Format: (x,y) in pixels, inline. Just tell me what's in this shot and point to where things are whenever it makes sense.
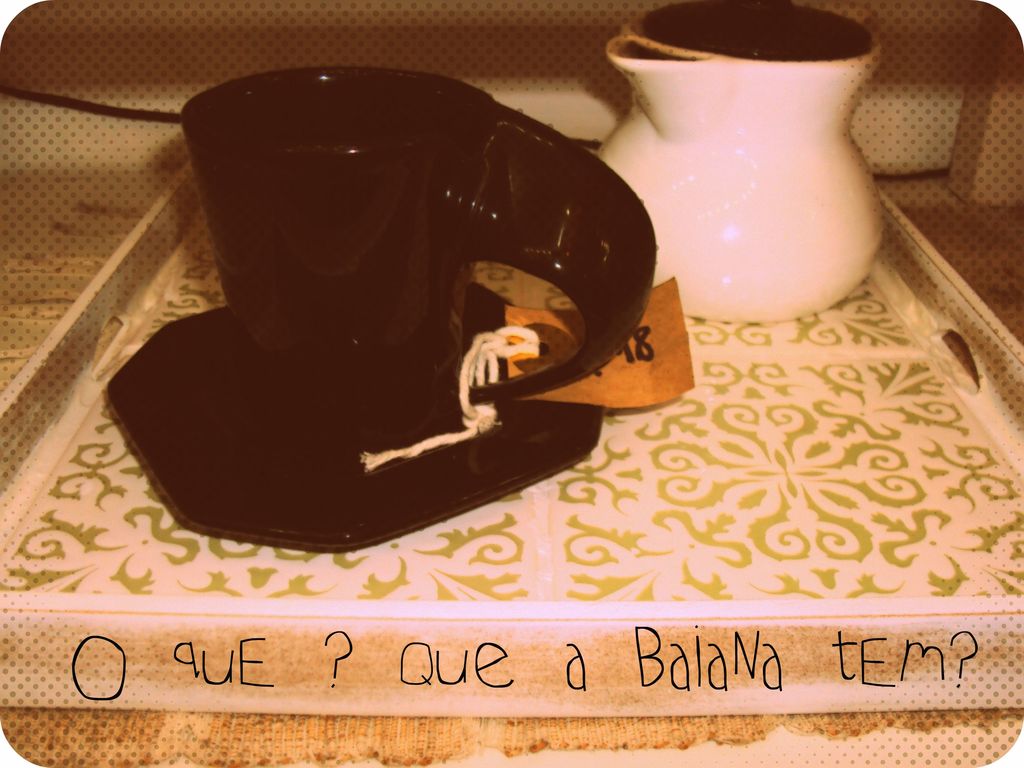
In this image we can see cup (461,217), and saucer (474,499), jar (703,209), on a tray (857,651), there is a text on the tray (597,646), and a tag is tied to the cup (407,342).
